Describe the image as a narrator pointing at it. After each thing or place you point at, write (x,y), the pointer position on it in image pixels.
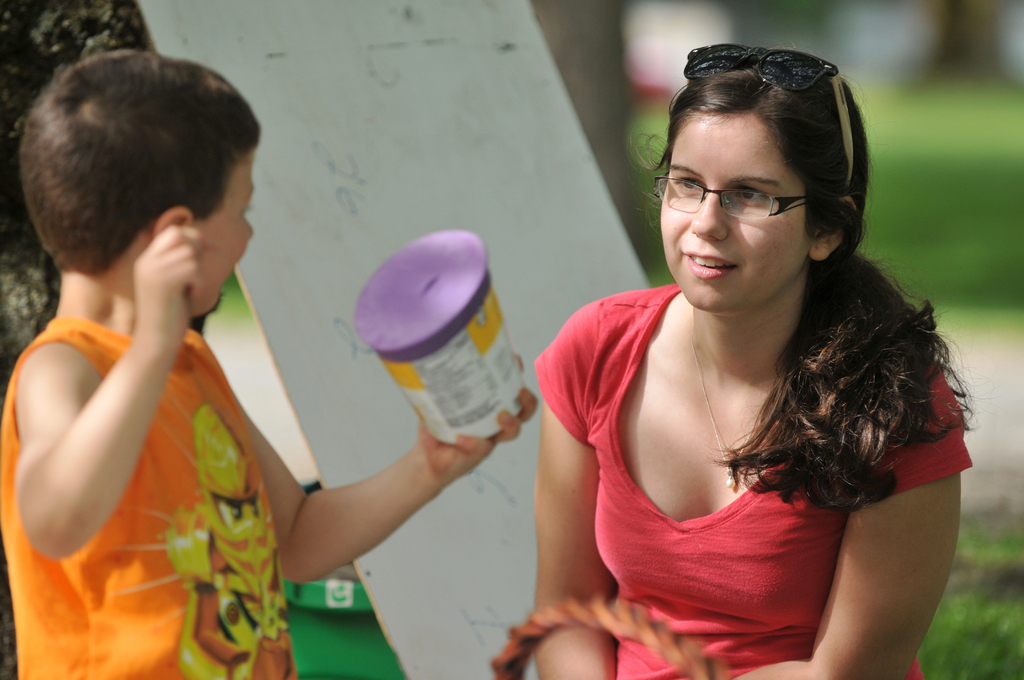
The picture is taken outside a city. On the left (106,346) there is a kid (150,365) holding a box (428,293). On the right (864,584) there is a woman (729,594) in red t-shirt (768,602). The background (931,29) is blurred. In the background (950,116) there is greenery (934,100). In the center of the picture (552,259) there is a dustbin (347,615) and a wooden plank (418,219).
